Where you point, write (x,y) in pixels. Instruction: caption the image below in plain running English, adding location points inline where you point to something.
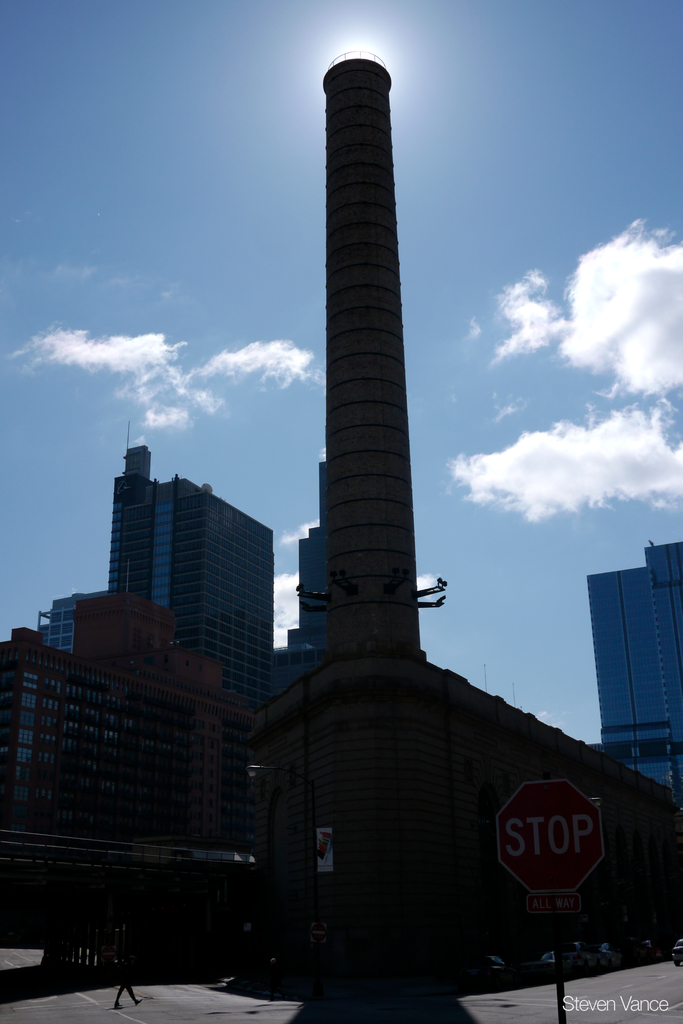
This looks like a tower (416,740). I can see a signboard (538,789), which is attached to the pole (559,936). These are the buildings (340,760). I can see a person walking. These are the clouds (561,496) in the sky (559,336). At the bottom right side of the image (573,996), I can see the watermark (582,996).
